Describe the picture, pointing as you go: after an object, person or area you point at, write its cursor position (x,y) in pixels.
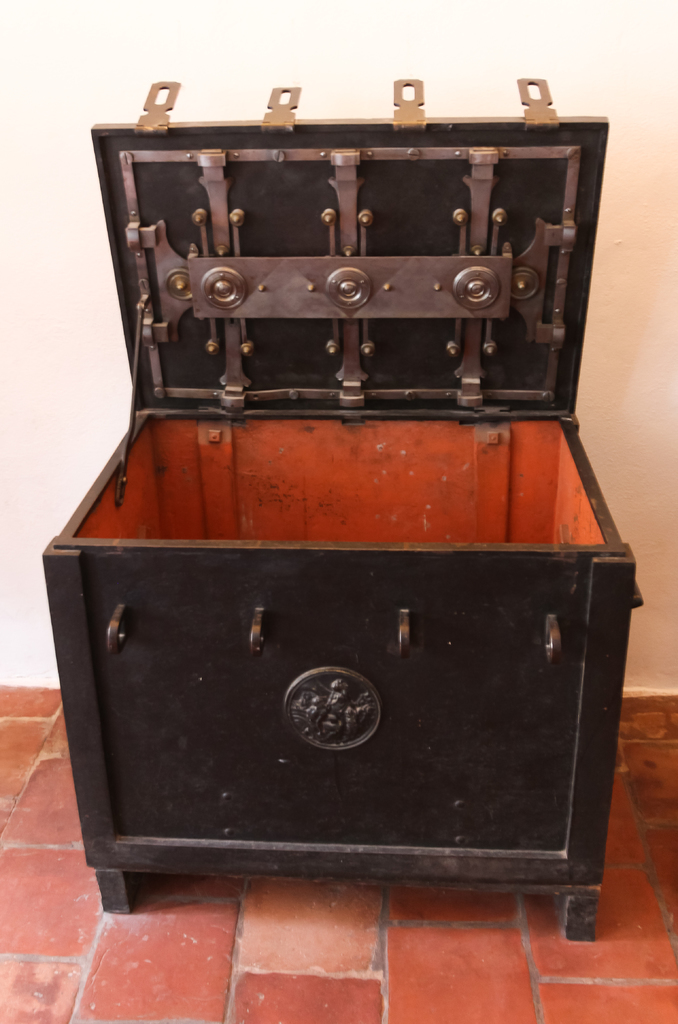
In the center of the picture (283,477) there is a wooden box (331,763). At the bottom (176,916) it is floor (53,960). In the background (159,70) it is wall (623,156) painted white.
